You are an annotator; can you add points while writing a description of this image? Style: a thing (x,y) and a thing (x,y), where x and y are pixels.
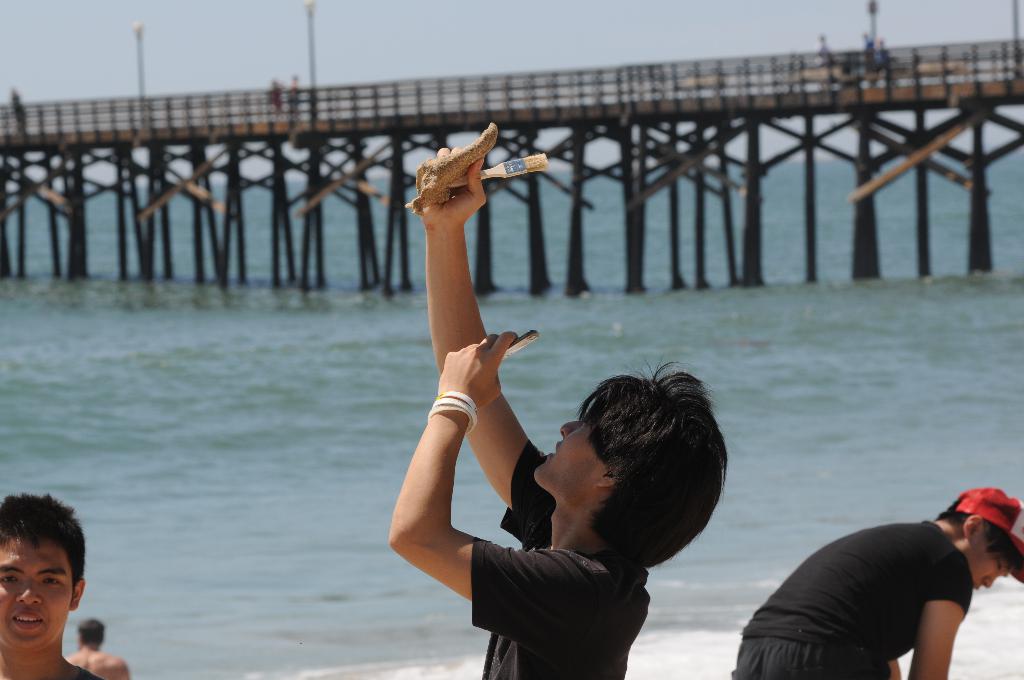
In this image, we can see people (446,278) and one of them is holding some objects (420,179) and there is a person (982,538) wearing a cap (961,506). In the background (247,101), there is a bridge (515,99) and we can see poles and some people (274,90) and there is water (843,359).
